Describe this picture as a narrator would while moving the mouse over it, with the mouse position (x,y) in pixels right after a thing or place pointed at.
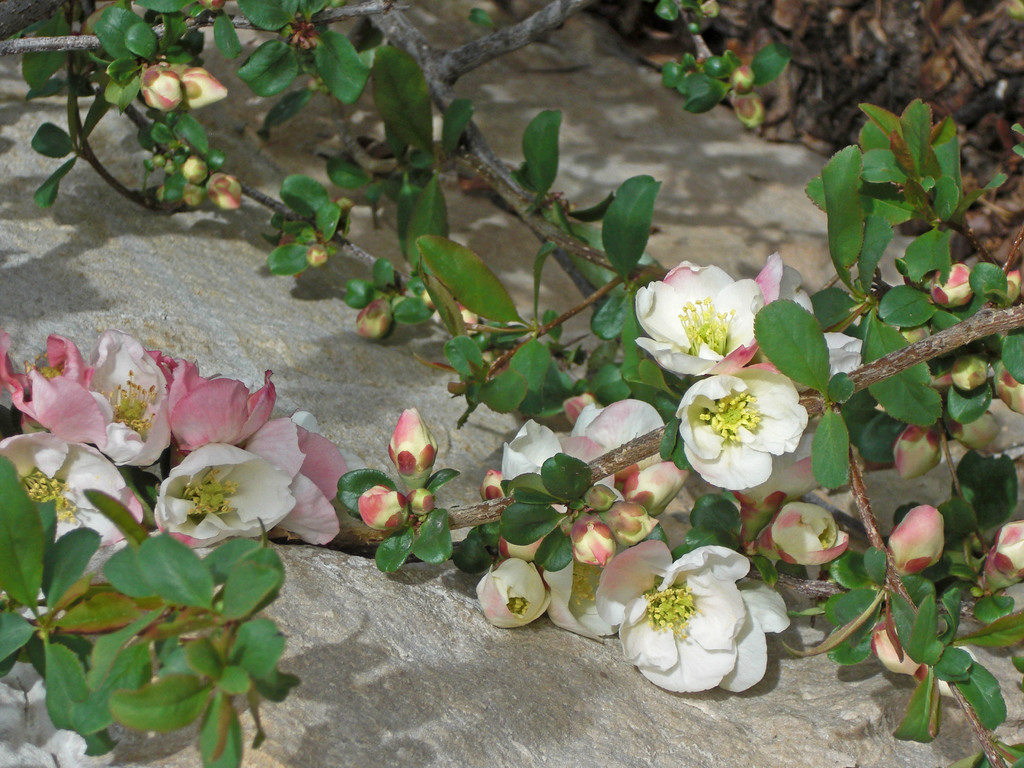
At the bottom of this image (470,686) there is a rock (482,641). On the rock (359,424) there are few stems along with the flowers (614,587), buds (583,537) and leaves (876,166). The flowers (729,486) are in white and pink colors.
